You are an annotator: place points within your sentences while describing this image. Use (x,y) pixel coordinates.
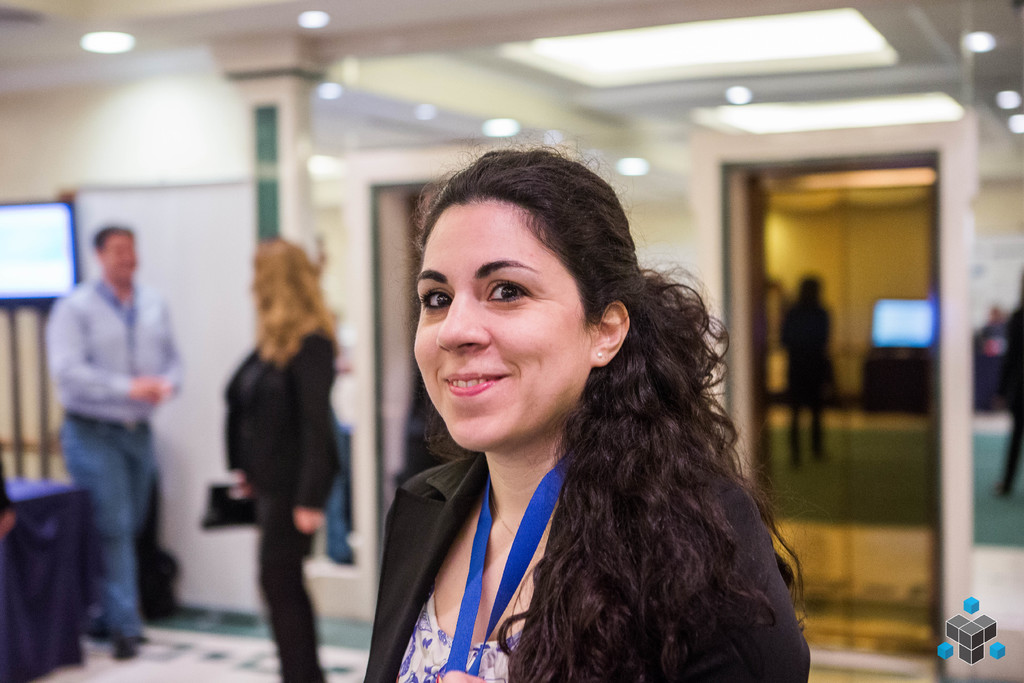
Front this woman (495,568) wore a tag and smiling. Background (343,404) it is blurry, we can see people's (337,382), screens (44,288) and table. Lights (113,48) are attached to the ceiling (164,33). Right side (968,632) bottom of the image (962,615) there is a logo (968,647).
